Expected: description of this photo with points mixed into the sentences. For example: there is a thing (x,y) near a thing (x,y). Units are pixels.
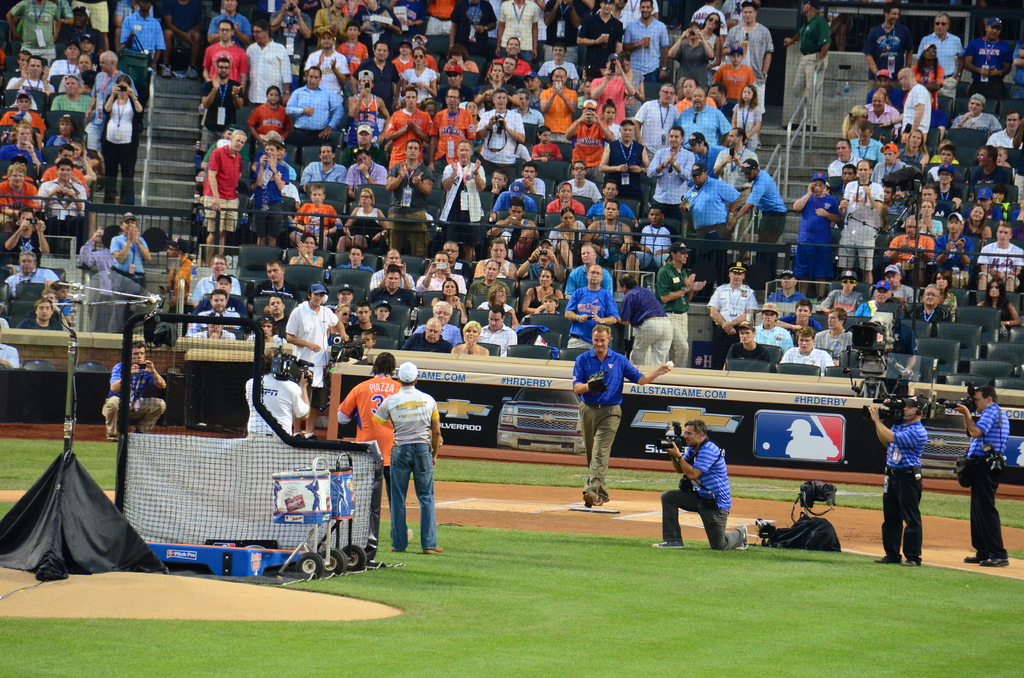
In this image I can see a playground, in the playground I can see there are few camera men (693,439) holding camera (677,424) and a camera (798,529) is kept on ground (682,624) and I can see few trolley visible in front of net (180,430) and I can see a person (658,373) holding a glove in the middle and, in the middle (629,426) there is a fence (549,402), in front of fence (757,379) there are crowd of people (620,149), some of them holding camera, standing on staircase (164,118).
